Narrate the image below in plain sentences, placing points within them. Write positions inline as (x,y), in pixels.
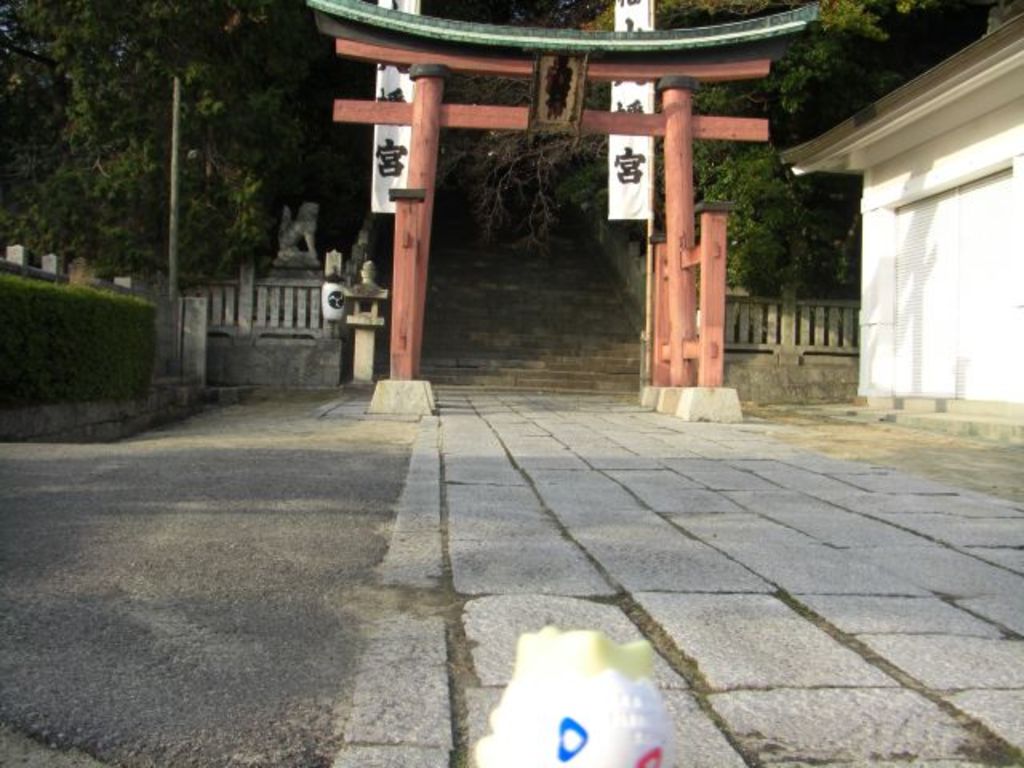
In this picture we can see an object (623,715) on the path (699,693). Behind the object (560,724) there is an arch (412,35) and banners (627,166) and behind the arch (370,121) there are steps (510,324), walls (784,350) and trees (198,26). On the right side of the arch (665,172) there is a buildings (903,200) and on the left side of the arch (670,353) there is a hedge (52,332) and a pole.
